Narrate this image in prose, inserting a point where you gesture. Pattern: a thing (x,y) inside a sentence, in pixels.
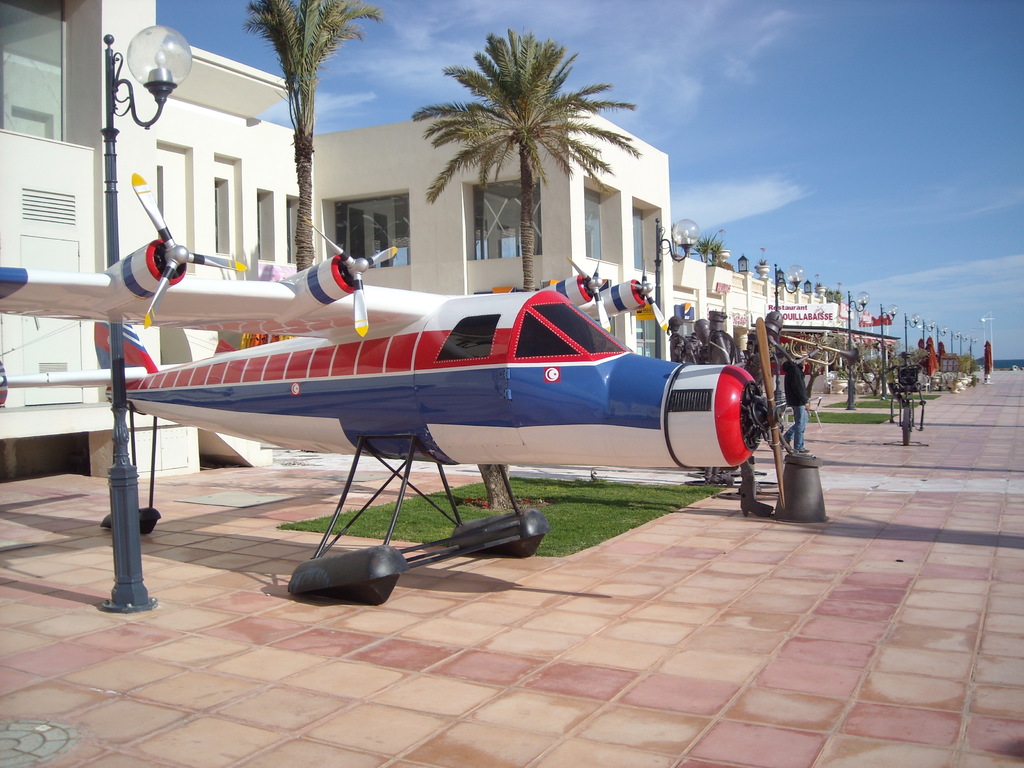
In this image I can see an aircraft (571,301), trees (971,368), light poles (114,196), buildings (489,238), sky (863,20), grass (645,506), people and objects (923,363).
